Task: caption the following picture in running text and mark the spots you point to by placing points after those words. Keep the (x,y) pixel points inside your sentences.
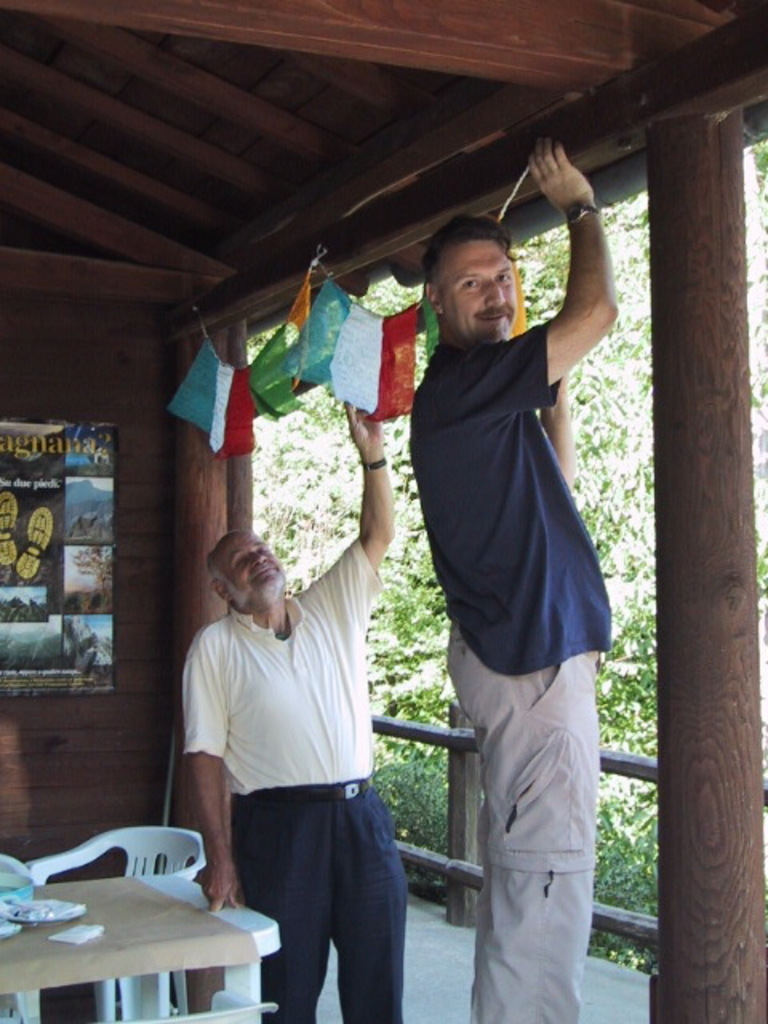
In the picture there is a tall man (551,566) and short man (335,660) standing. The tall man (502,542) is holding a thread (523,178) and the short man (312,592) is holding a flag (396,388). To left of the image (84,469) there is poster (42,511) sticked on the wall (76,402). To the below left corner of the image (15,869) there is a table (141,893) and chair (152,849) and things (18,908) placed on the table (68,888). There are some flags (373,342) hanged. Behind the people (325,691) there is railing (442,743) and trees (416,574).
